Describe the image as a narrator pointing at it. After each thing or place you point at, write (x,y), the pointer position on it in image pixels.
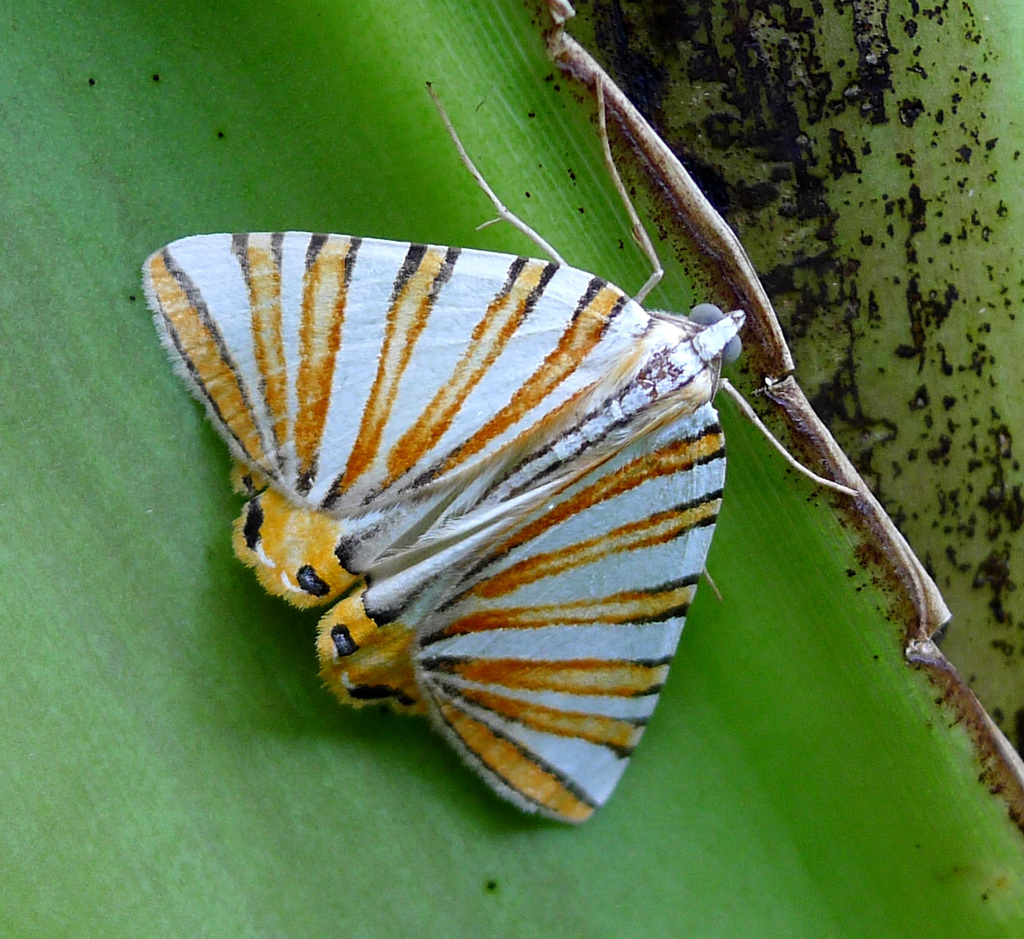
In this picture we can see a butterfly (322,483) on a leaf (91,502).
